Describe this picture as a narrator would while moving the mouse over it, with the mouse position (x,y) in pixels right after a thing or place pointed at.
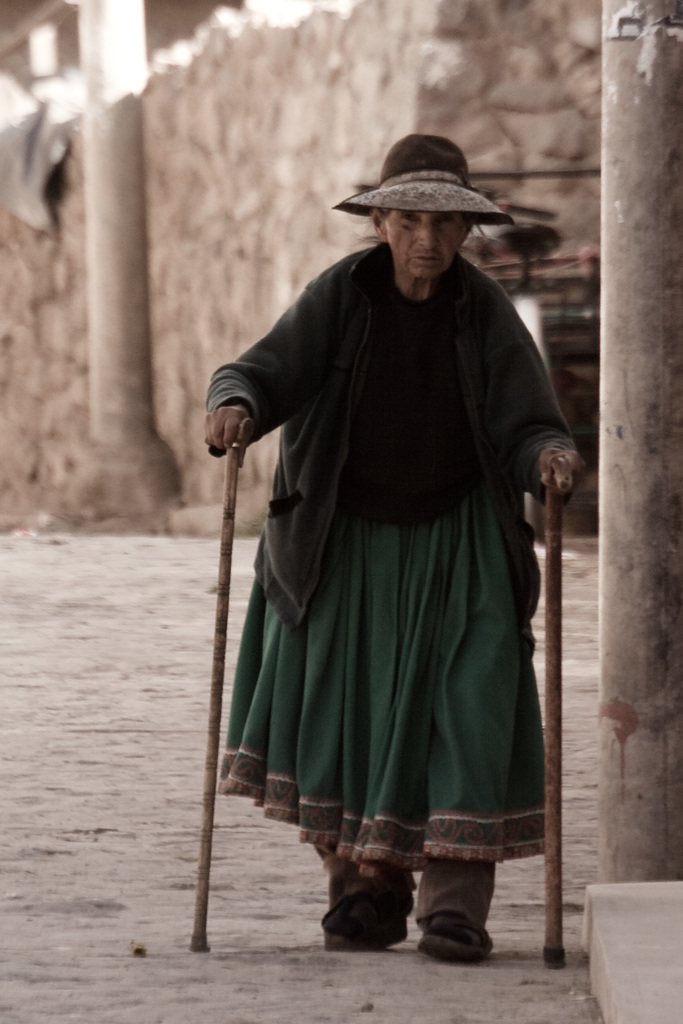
In this image there is a old lady (450,739) walking on the road (149,624) holding sticks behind her there is a building (212,128) and pillars (103,258).
